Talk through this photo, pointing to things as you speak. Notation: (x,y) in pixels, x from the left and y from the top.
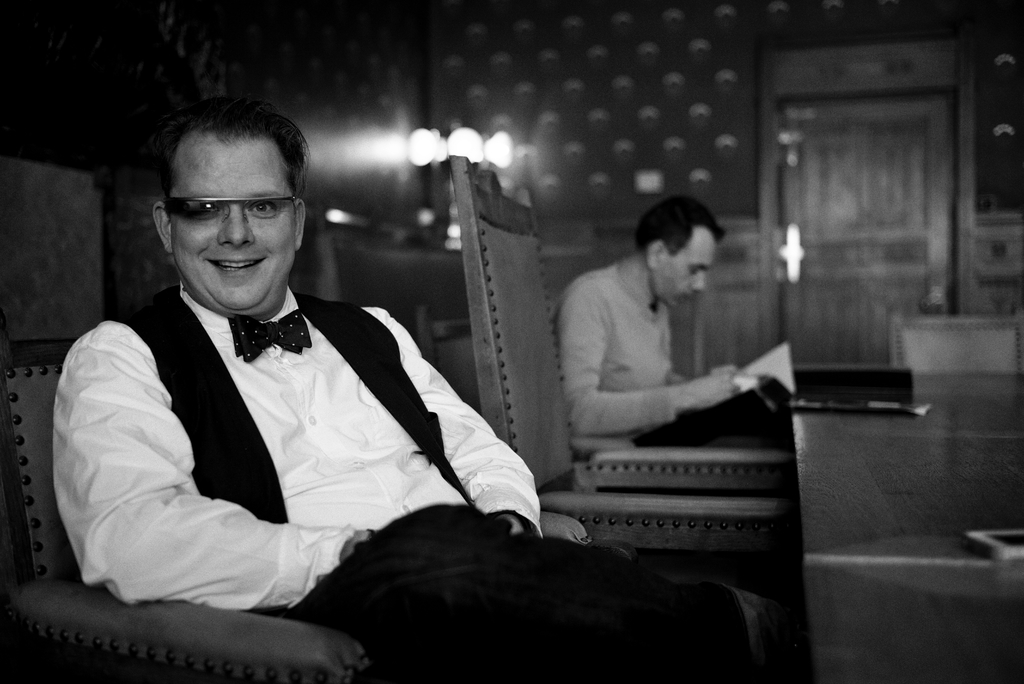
These people (413,464) are sitting on chairs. On this table (919,392) there is a mobile (1005,553) and things (887,395). Front this person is smiling and wore goggles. Background (580,131) it is blur. We can see a wall (523,146), lights (472,158) and door (834,207). Another person (656,326) is looking into an open book (772,368).
